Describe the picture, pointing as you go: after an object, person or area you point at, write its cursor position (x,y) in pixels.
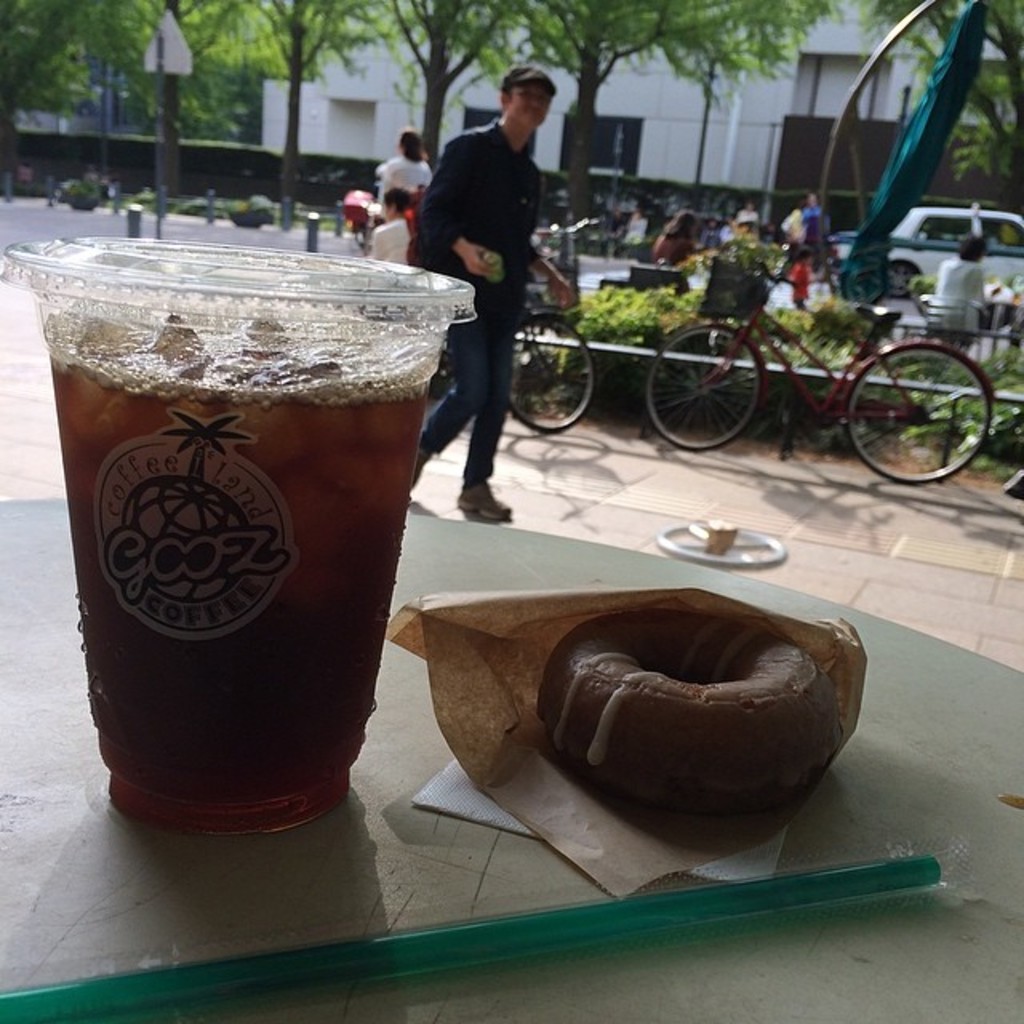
In this image I can see the glass (138,573) with drink (138,716) and doughnut (570,746) with tissue (497,818). These are on the table (65,774). To the side of the table (65,774) I can see few people (456,268) with different color dresses (488,339). I can also see the bicycles (661,414) to the side of the plants (769,431). In the background (359,209) I can see many trees (483,24), vehicles (910,271) and also the building (565,133) which is in white color.
